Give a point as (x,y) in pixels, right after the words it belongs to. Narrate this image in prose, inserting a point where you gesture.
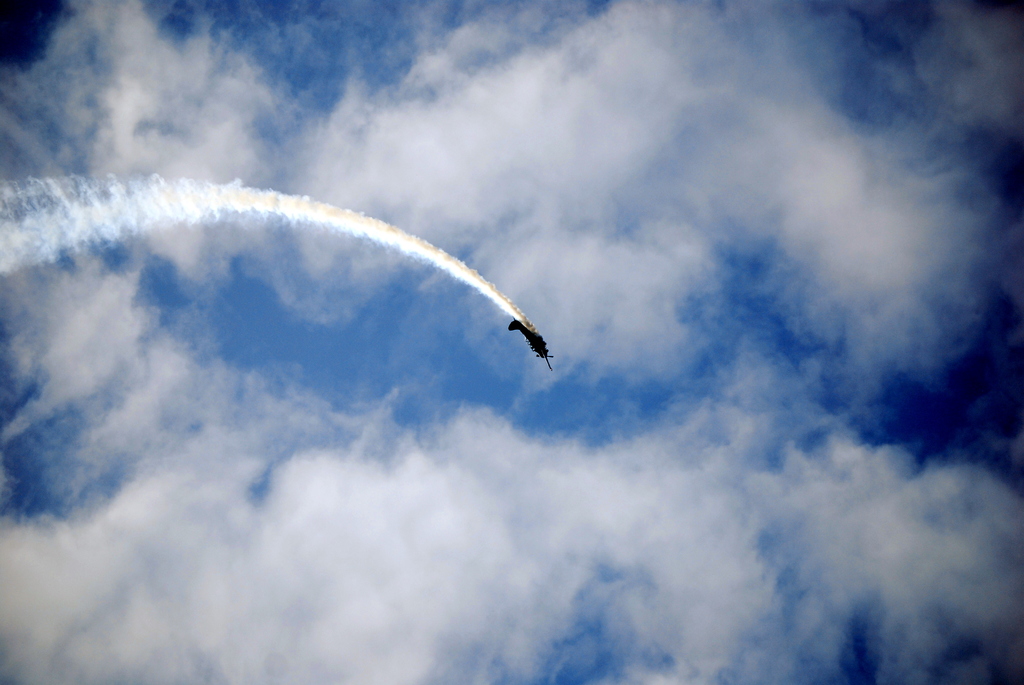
In the middle of the image (536,335) we can see a plane (536,335) in the air (547,410) and we can see clouds (529,265).
